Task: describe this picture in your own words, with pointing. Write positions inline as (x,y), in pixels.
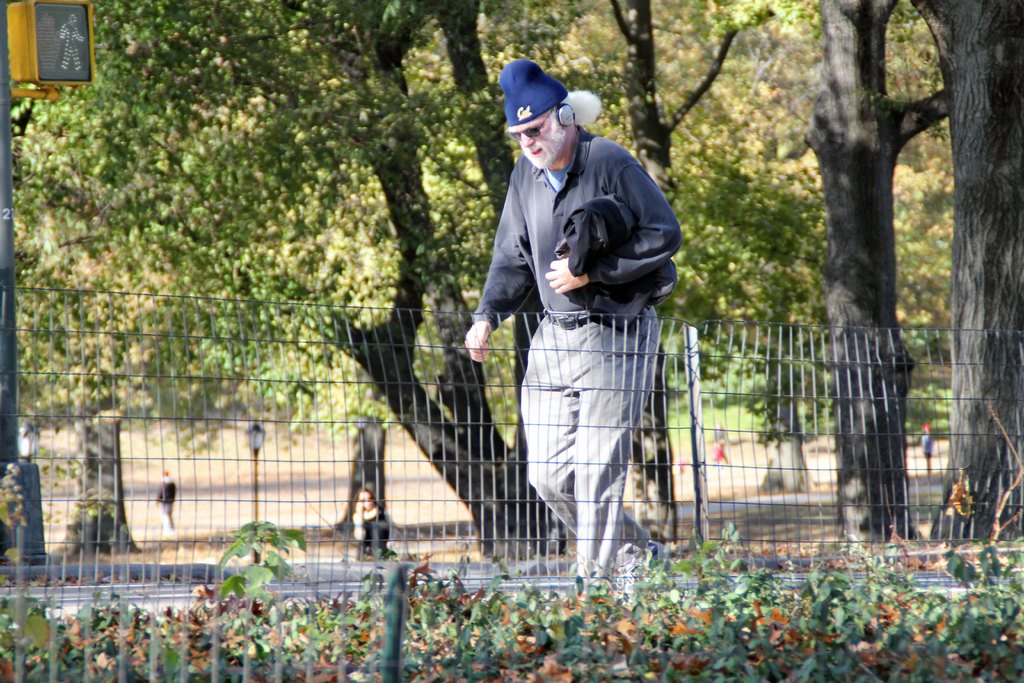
In this image I can see the person (488,302) walking on the road (336,572). He is wearing the grey color dress (538,337) and there is a railing (659,503) to the side. I can also see the pole (6,11) to the left (2,209). In the background (163,95) there are many trees (336,138) and I can also see few more people (376,549) on the ground (281,471).
